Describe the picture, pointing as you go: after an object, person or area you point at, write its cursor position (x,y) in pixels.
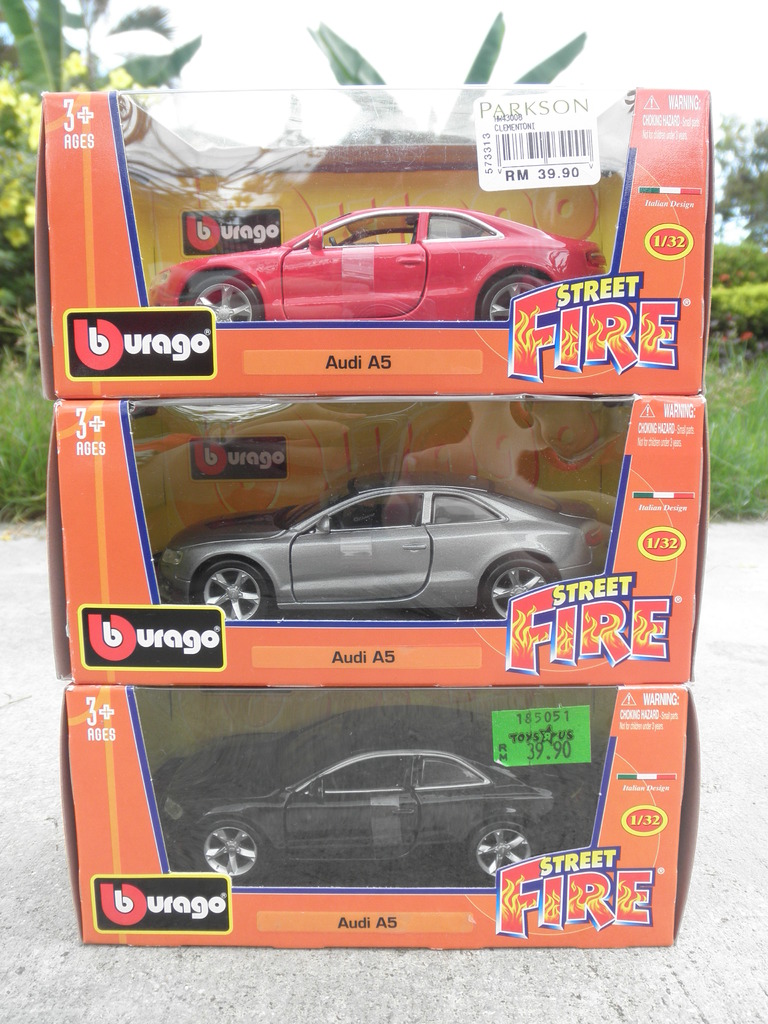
In this image, we can see toy cars (500,226) in the boxes (563,356). At the bottom (401,989), we can see surface (435,975). Background (761,500) we can see grass (15,453), few plants (741,268), trees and sky (453,56). On the boxes (407,438), we can see some text (592,639). Here we can see stickers (527,759).
